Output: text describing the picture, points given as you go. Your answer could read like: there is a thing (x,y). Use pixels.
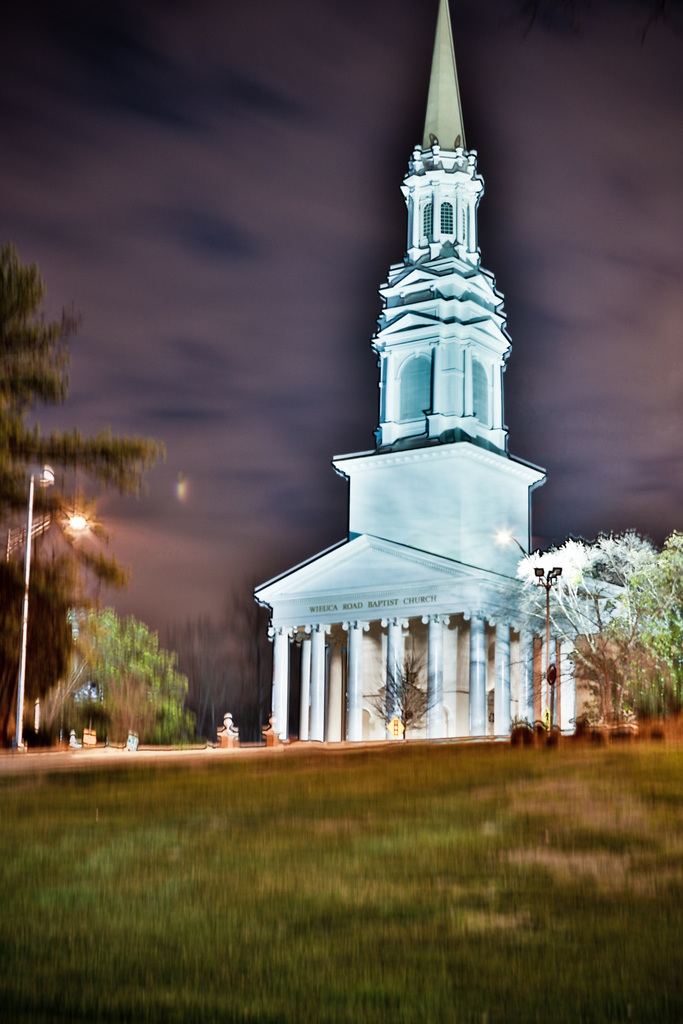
In this image there is a building (408,581). Left side (26,582) there is a street light (28,550). There are trees (33,681) on the grassland (496,851). Top of the image (318,228) there is sky (241,151).
